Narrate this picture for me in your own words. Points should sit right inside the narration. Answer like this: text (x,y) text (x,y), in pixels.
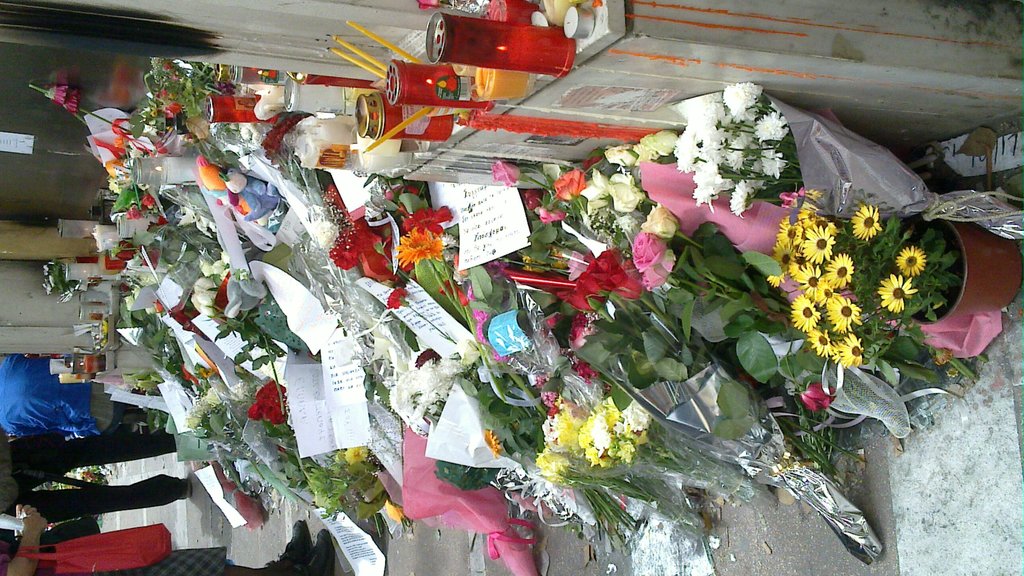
In this image we can see bouquets (177,232), candles (180,159), papers (203,478) and people (20,377). One person (0,575) wore a bag (77,555). Poster (18,138) is on the wall (27,92).
